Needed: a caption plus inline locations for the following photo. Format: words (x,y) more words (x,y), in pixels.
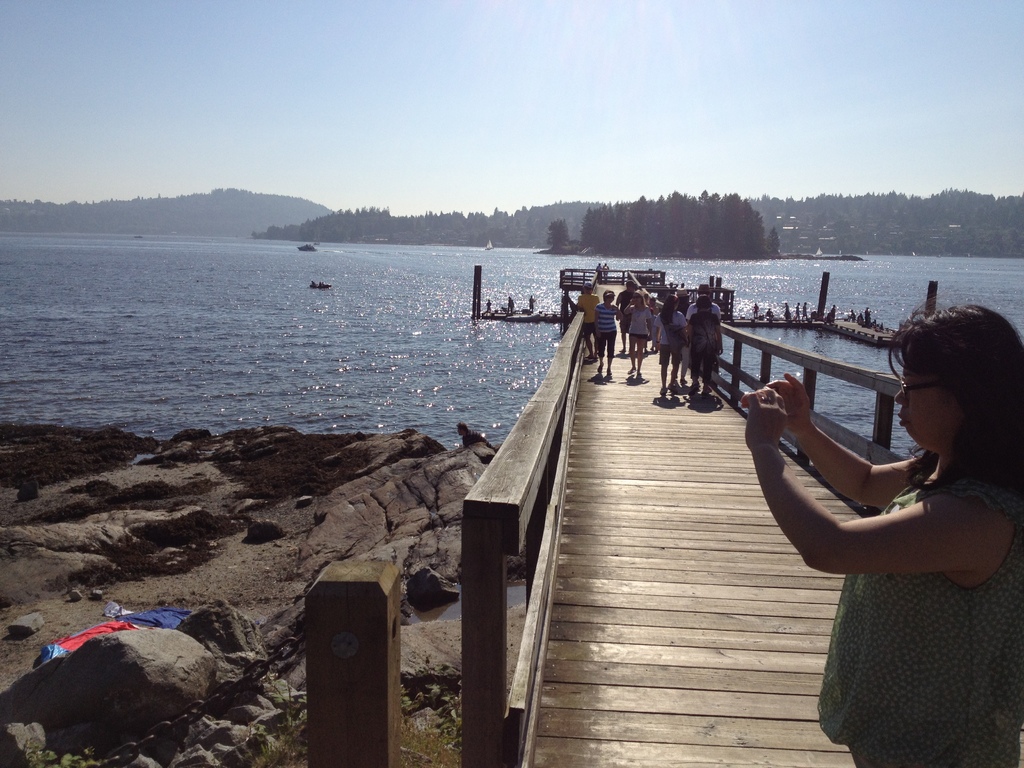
In this picture we can see a woman (930,593) standing here, there are some people (685,353) walking here, we can see water (161,303) in the middle (378,276), there are some trees (606,212) in the background (625,219), we can see a rock (198,664) here, there is the sky (609,78) at the top of the picture (646,66).
